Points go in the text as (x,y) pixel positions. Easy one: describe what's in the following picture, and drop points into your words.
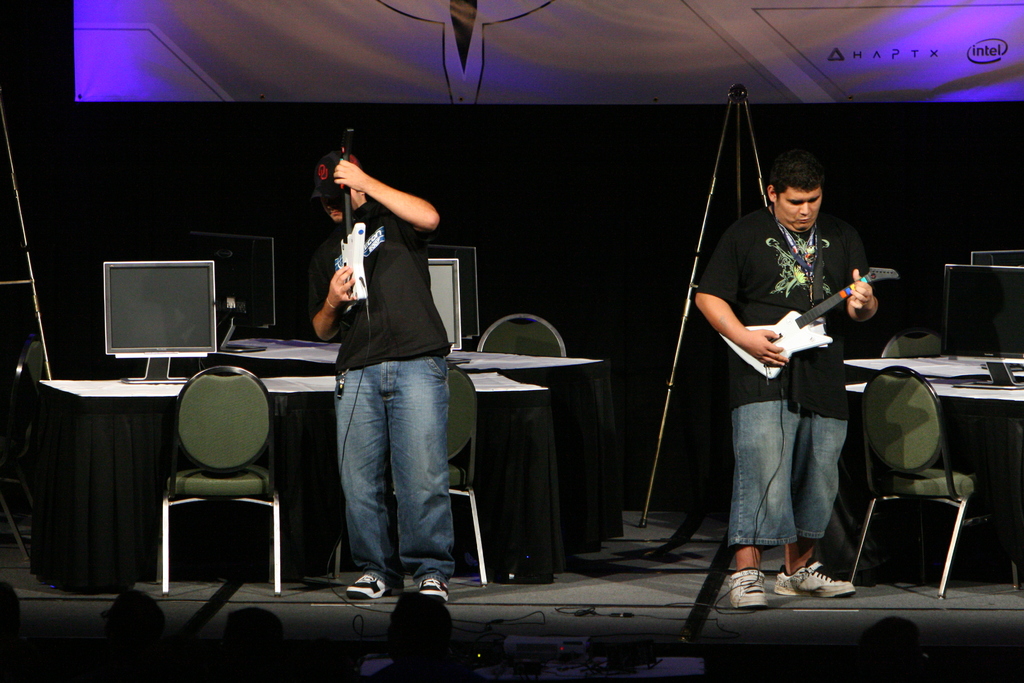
This picture shows two men (788,167) playing a guitar (867,280) on the dais (681,526) and we see couple of chairs (261,439).
